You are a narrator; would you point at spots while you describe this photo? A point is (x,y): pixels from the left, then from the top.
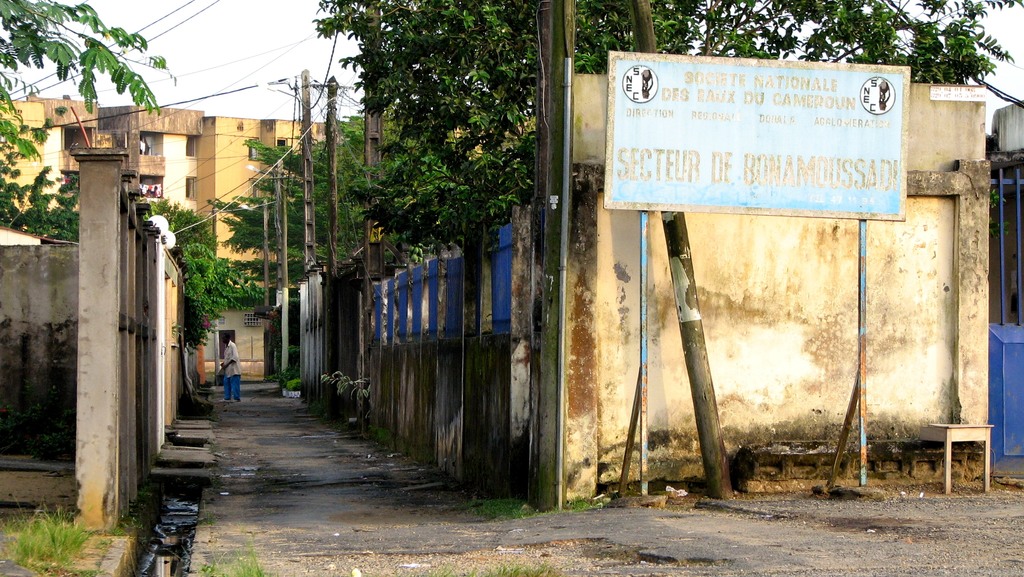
In this picture we can see a name board (833,207), table (946,439), grass (238,566), trees (297,159), poles (334,208), wires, buildings (239,165) and a person (222,370) standing on the road (251,473) and some objects (203,389) and in the background (200,56) we can see the sky (161,30).
